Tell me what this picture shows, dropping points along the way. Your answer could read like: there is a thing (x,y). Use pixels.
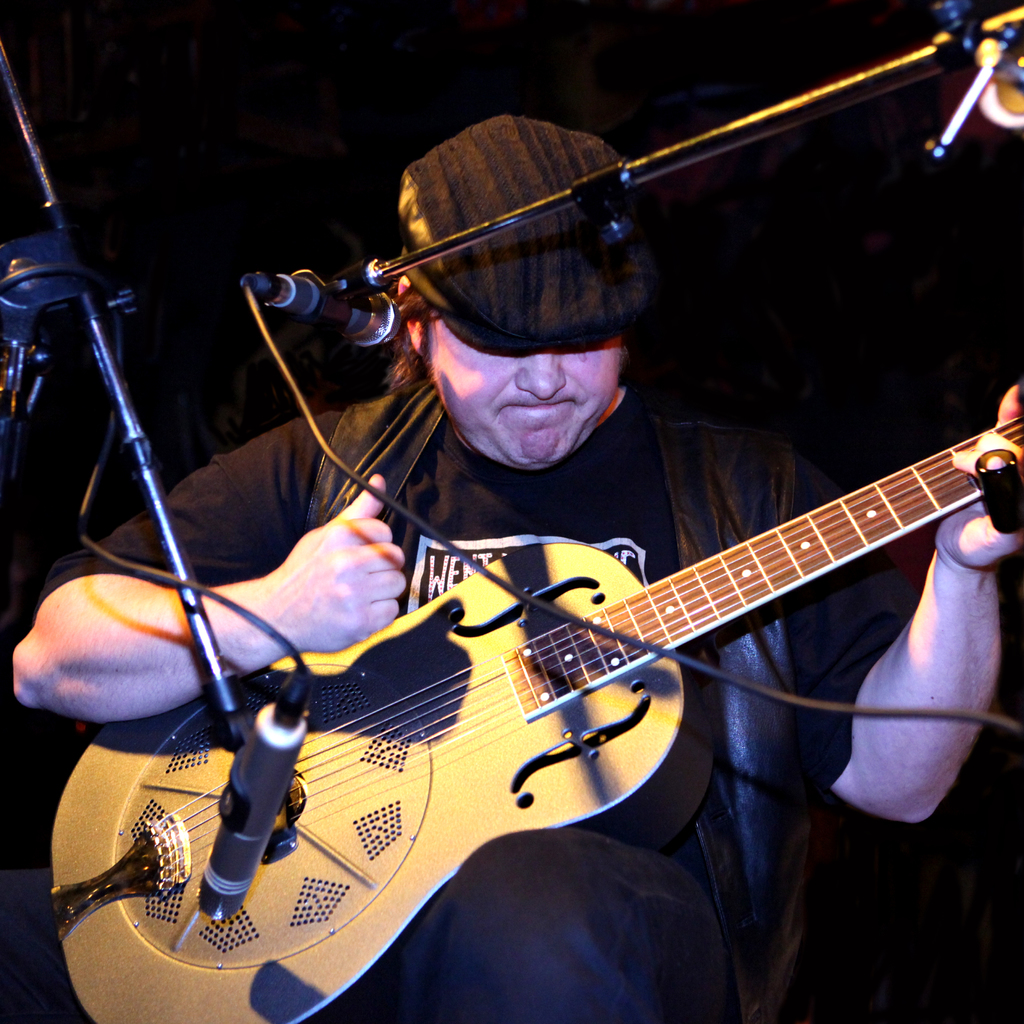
In this image we can see a man (454,576) sitting on the chair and holding a guitar (713,600) in his hands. In the foreground (78,278) we can see mics (213,882) and cables (96,278).
